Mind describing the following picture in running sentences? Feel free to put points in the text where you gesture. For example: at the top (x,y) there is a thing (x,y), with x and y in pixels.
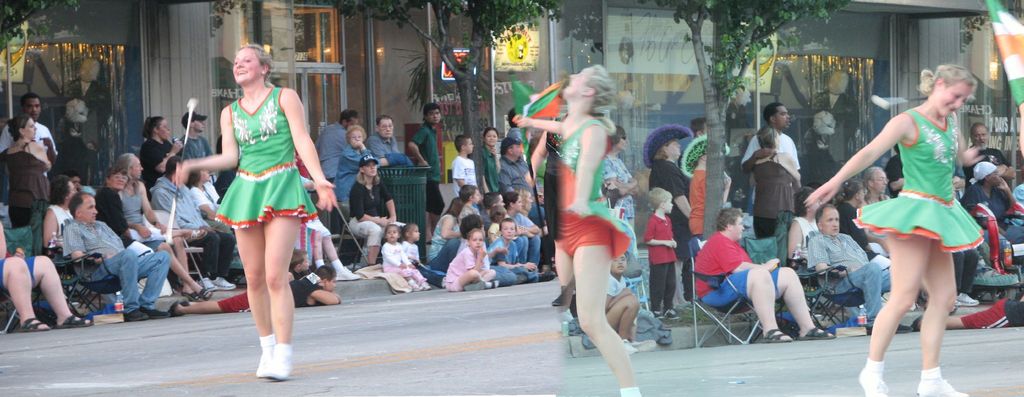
In the image we can see a collage photo. In it we can see a woman (590,258) dancing, she is wearing clothes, socks (260,336) and shoes (286,362). We can see there are even other people (321,274) sitting and some of them are standing. Here we can see the building (195,19), trees (427,34), garbage bin (405,182) and the road (432,348).
